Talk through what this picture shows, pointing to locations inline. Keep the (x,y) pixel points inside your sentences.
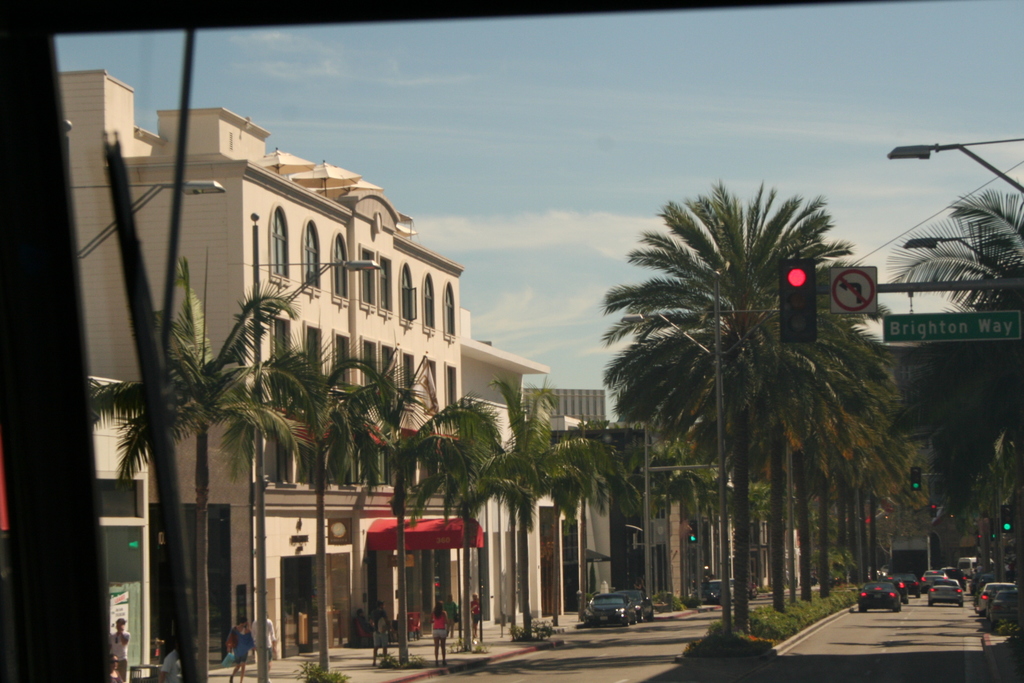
In this image there are some trees (985,490) at middle of this image (567,428) and right side of this image (872,511) as well and there is a traffic signal sign board (840,297) at right side of this image (853,287). There is a current pole (917,155) at right side of this image (920,236) and left side of this image (254,280) as well. and there are some cars (907,583) at right side of this image (981,605) and in middle of this image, there are some persons (230,638) standing at left side of this image (246,637), and there is a sky (542,134) at top of this image (603,122).
